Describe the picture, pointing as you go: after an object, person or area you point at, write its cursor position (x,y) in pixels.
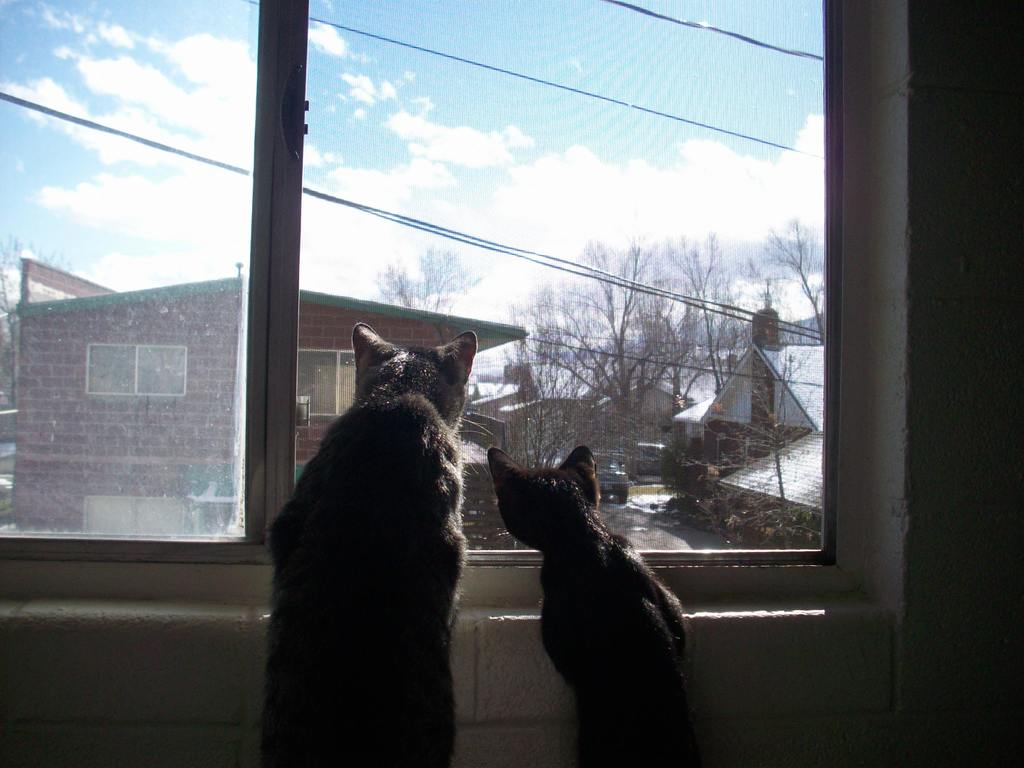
In this image in the center (436,463) there are two cats (559,622) and there is a window (145,163), and in the background (560,360) there are trees (724,340), houses (125,440), wires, car (622,475), mountains (796,336). At the top of the image (357,169) there is sky (138,187).
